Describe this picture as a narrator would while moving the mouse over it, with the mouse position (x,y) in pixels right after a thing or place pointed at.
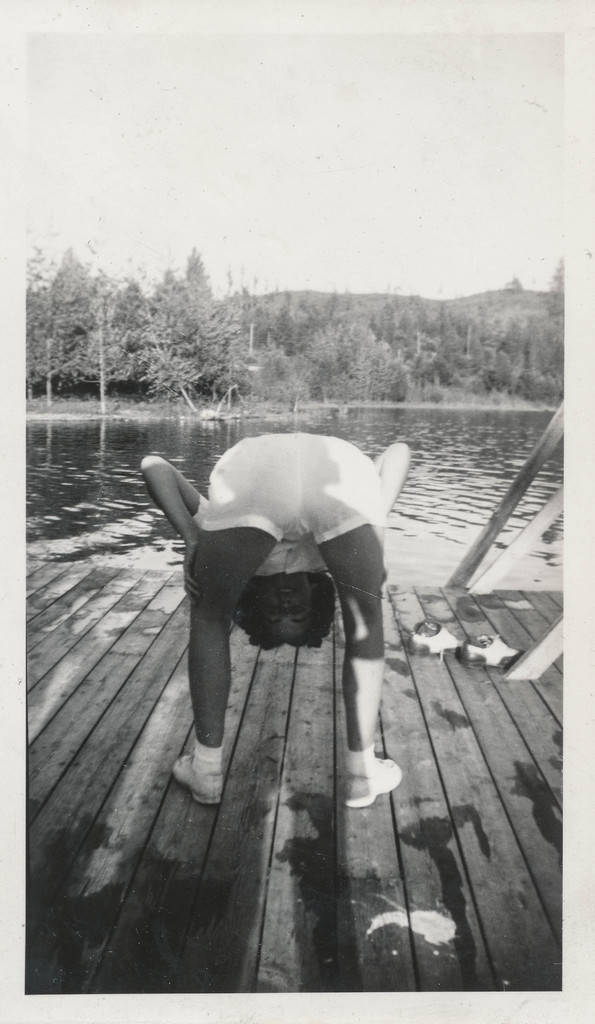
There is a person (397,479) and we can see water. Background (36,310) we can see trees (62,349) and sky (304,134).
